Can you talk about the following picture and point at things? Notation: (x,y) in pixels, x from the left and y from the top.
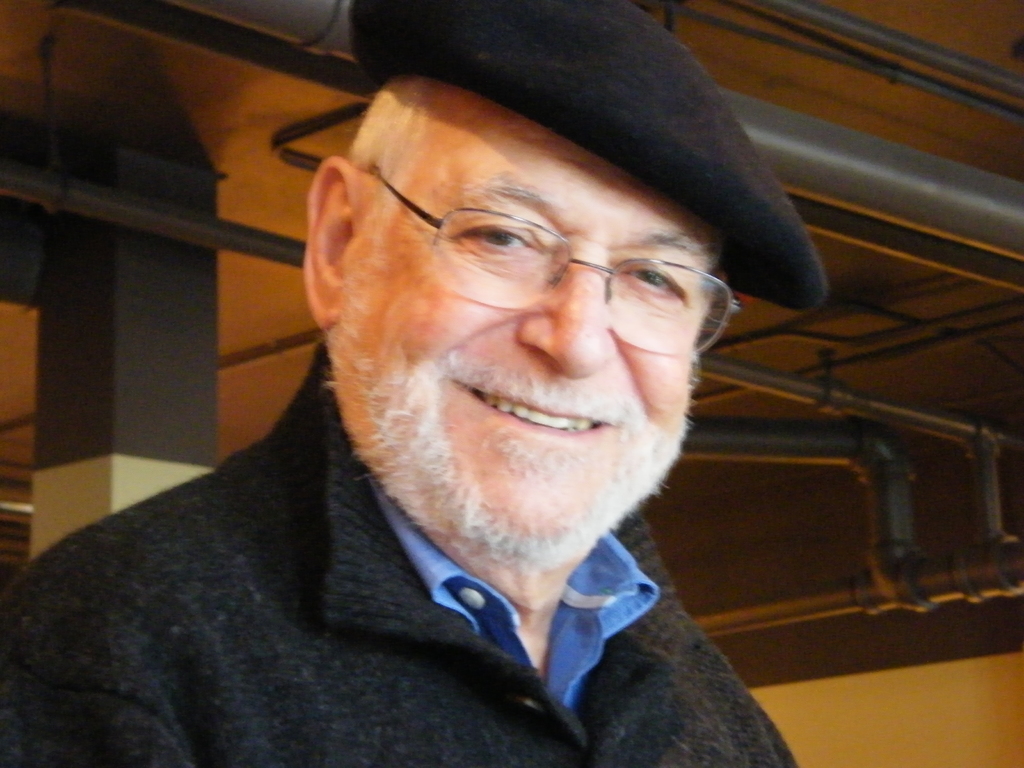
In the center of the image (469,295) there is a person (473,241) standing and wearing spectacles (490,246) and cap (654,175). In the background (862,467) we can see pipes (853,462), pillar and wall (812,711).
